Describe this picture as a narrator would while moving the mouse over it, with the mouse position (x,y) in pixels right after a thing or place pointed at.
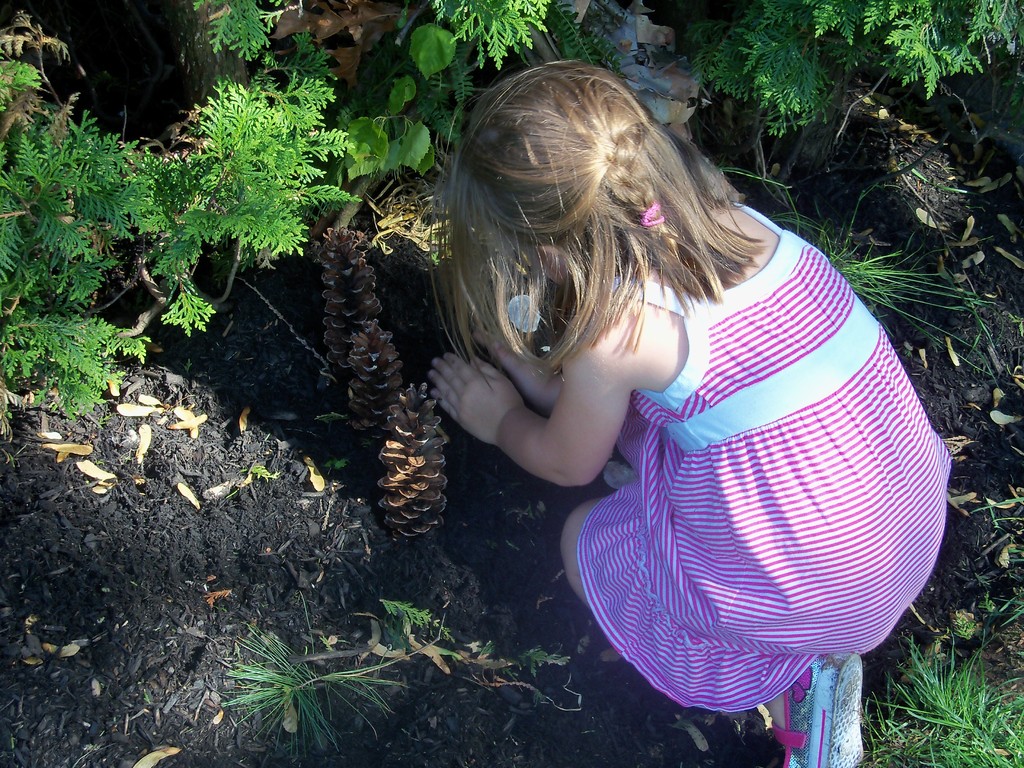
In this image we can see a kid (601,458) near pine cones (373,418) and we can also see the soil (7,568) and plants (28,341).
